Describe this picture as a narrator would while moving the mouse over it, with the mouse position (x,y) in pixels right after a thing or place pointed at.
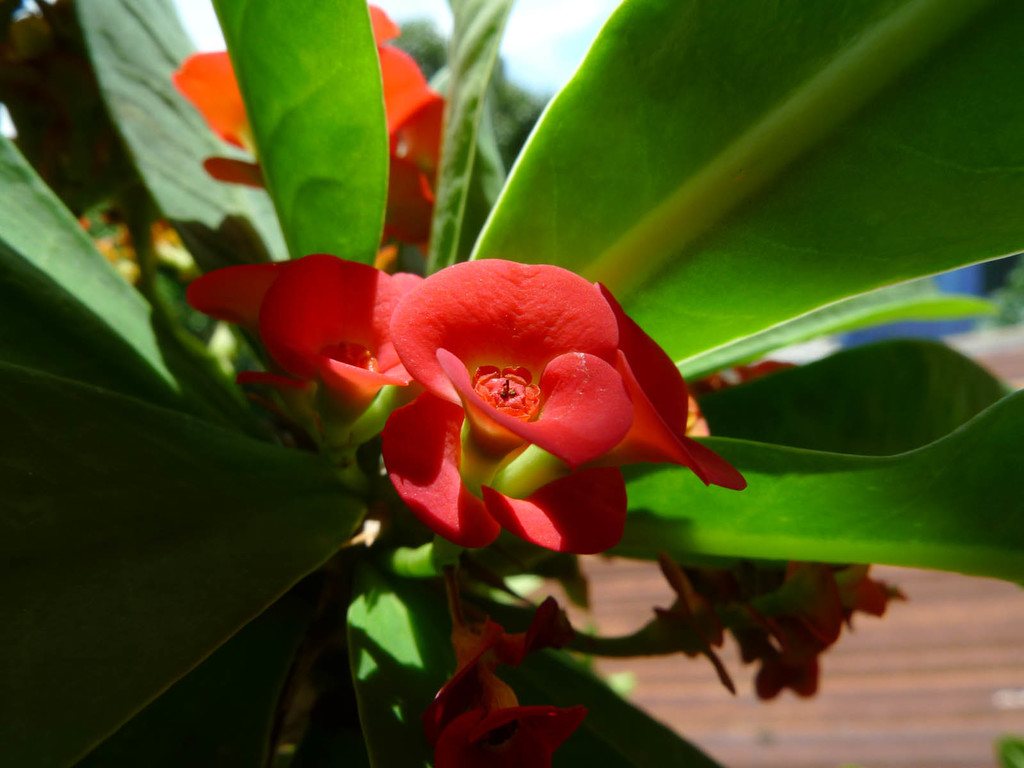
In this image, we can see some plants (347,448) and flowers (592,517). We can also see the ground (662,677).
